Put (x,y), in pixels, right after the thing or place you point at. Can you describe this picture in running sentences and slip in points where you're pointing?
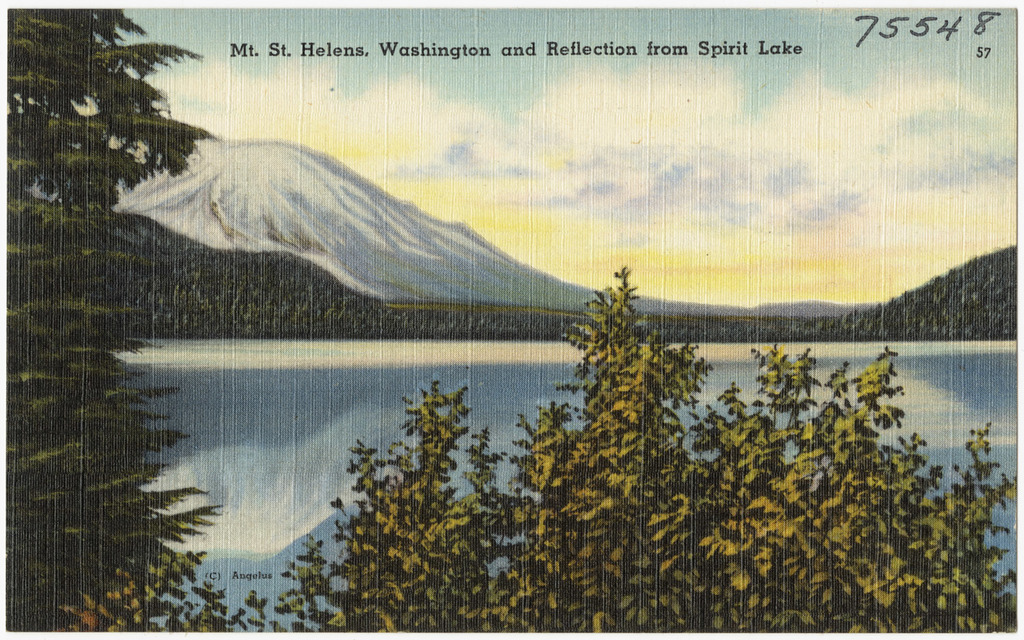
In this image at front (576,584) there are trees (641,455). At the center (386,411) there is water (302,395). At the background (335,262) there are mountains (428,260) and at the top (647,150) there is sky (617,149).
